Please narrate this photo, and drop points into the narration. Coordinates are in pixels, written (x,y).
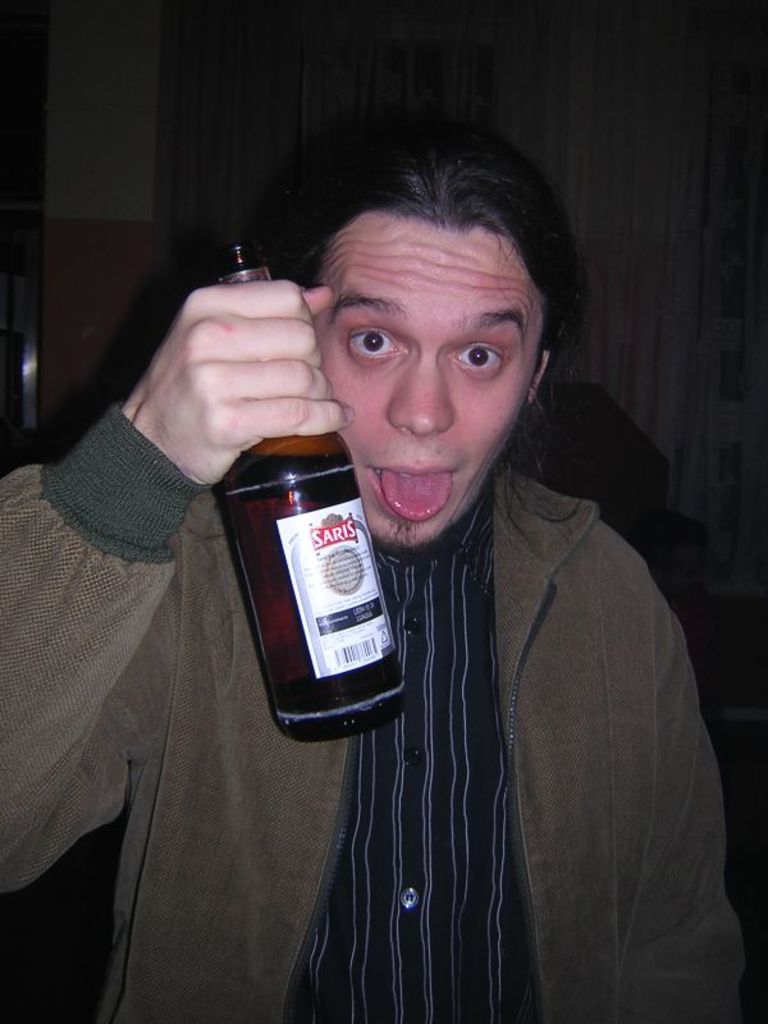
In this picture man (409,438) is standing and holding a bottle (313,545) in his hand (277,425).
